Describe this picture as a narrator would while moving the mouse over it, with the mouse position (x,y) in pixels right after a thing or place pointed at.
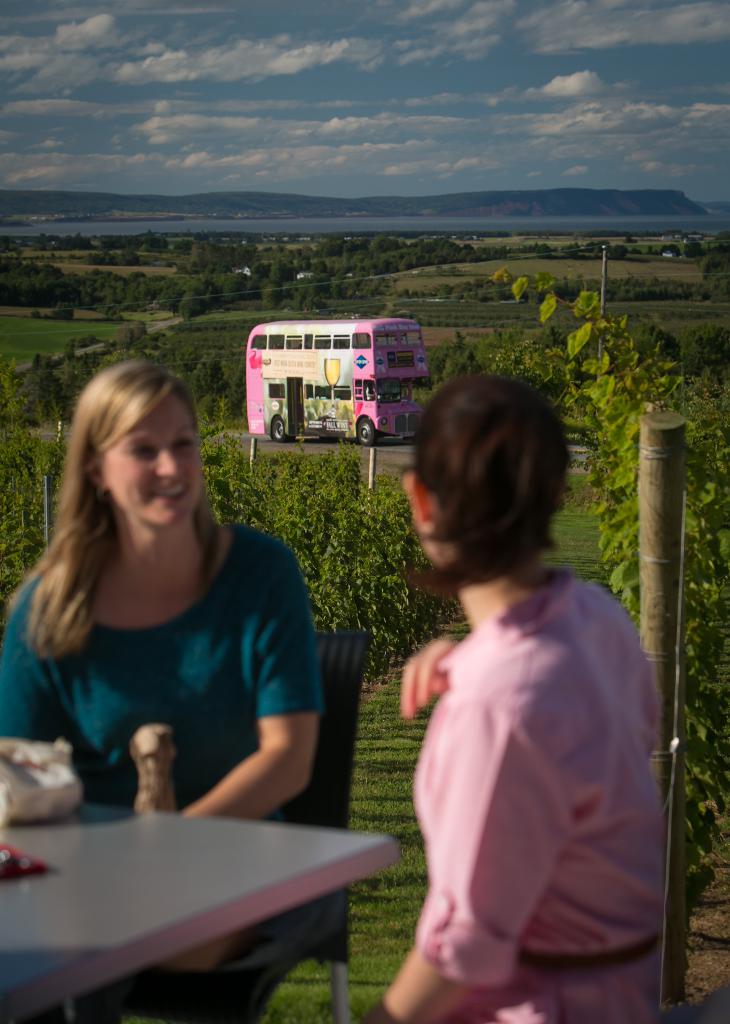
In this picture there are two women (222,589) who are sitting on the chair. There is a table (121,895). There is a bus (303,383). There are few trees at the background (229,347). The sky (347,150) is blue and cloudy.
